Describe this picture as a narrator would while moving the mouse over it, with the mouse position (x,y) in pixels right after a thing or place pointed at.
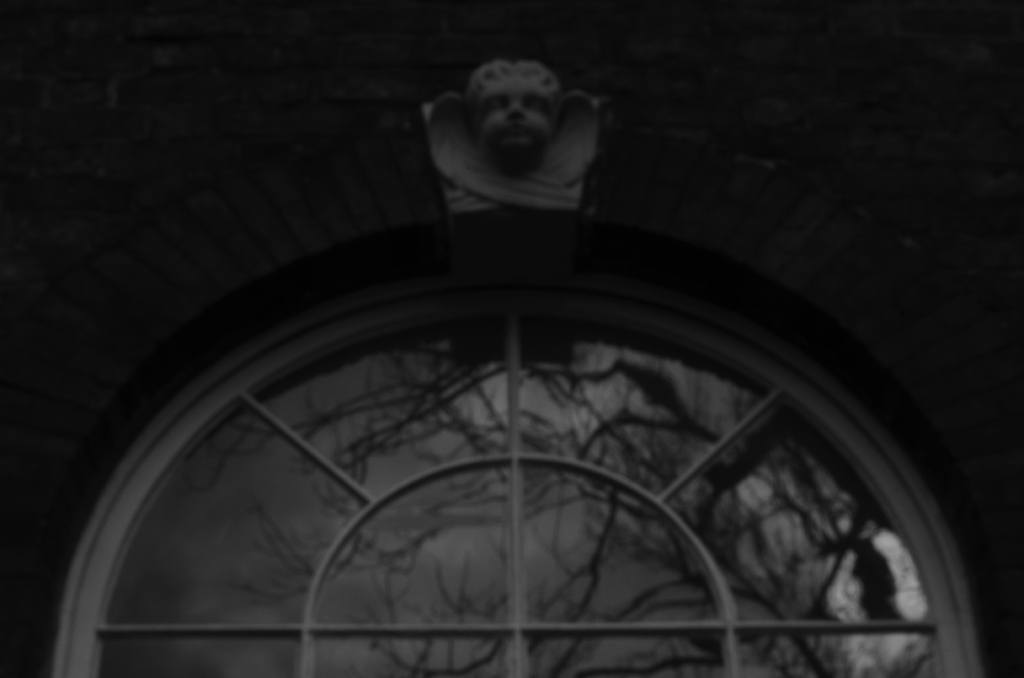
In this image we can see a wall (467,81). On the wall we can see a sculpture (488,181). Below the sculpture (507,184), we can see a window (489,484) with a glass (434,553).
